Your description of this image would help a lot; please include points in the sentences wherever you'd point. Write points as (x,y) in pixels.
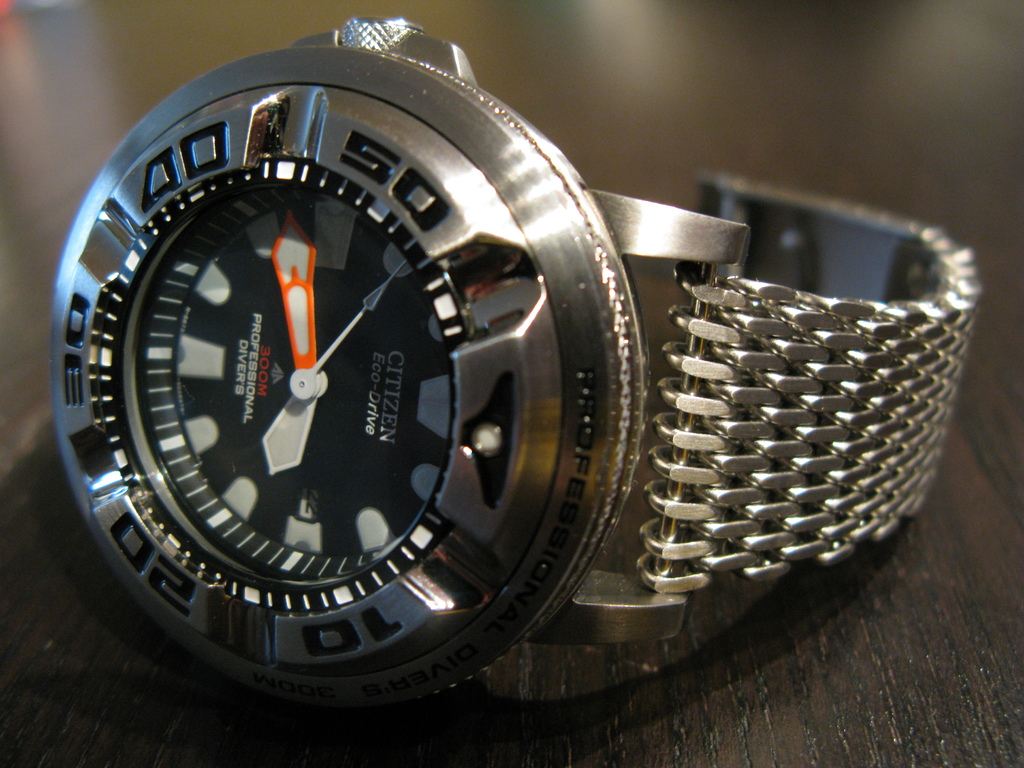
In this image we can see a watch (384,676) on a wooden surface (467,722). In the background (922,74) it is blur.
